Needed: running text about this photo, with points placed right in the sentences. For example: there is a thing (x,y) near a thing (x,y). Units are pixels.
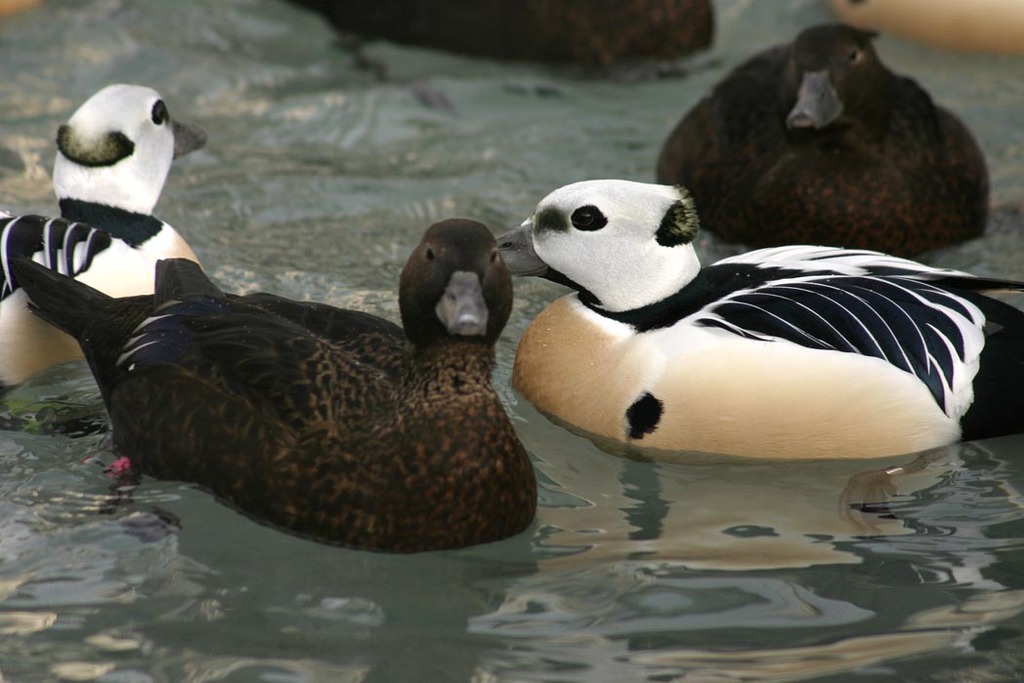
In this picture I can see there are some ducks (653,384) swimming in the water (515,406), there are at least six ducks (756,450) here and they are brown, white and black colors.
